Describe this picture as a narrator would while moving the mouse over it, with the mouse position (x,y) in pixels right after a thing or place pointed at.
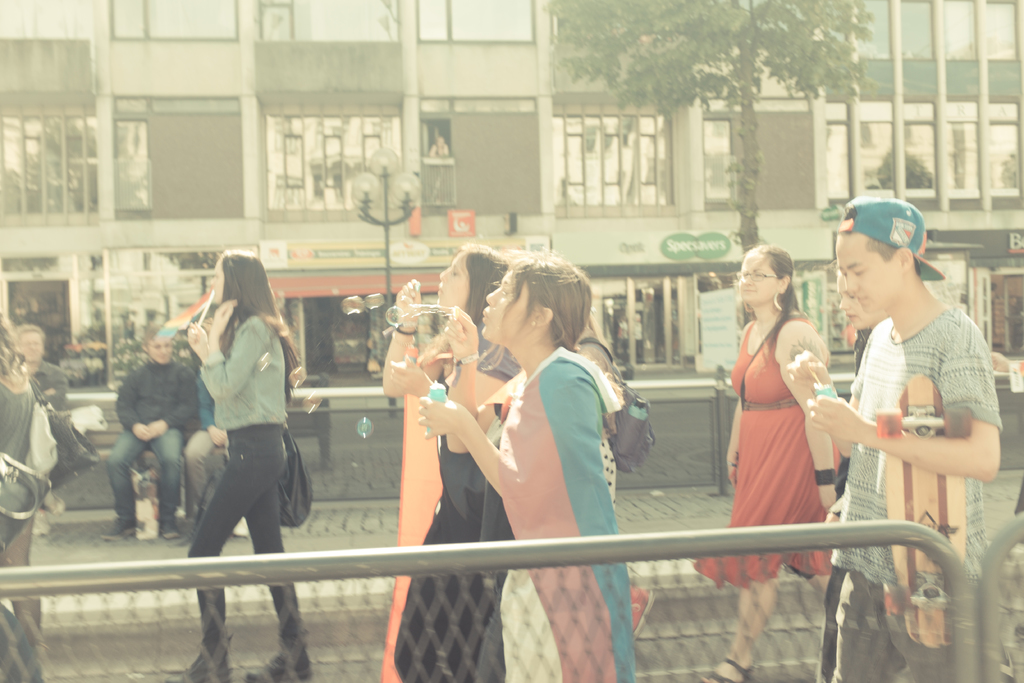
In this image we can see a few people (566,486) walking on the road (635,504) and holding objects (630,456), there is a fence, in the background (699,48) there is a building (724,119), tree (752,68) and light pole (379,153).
